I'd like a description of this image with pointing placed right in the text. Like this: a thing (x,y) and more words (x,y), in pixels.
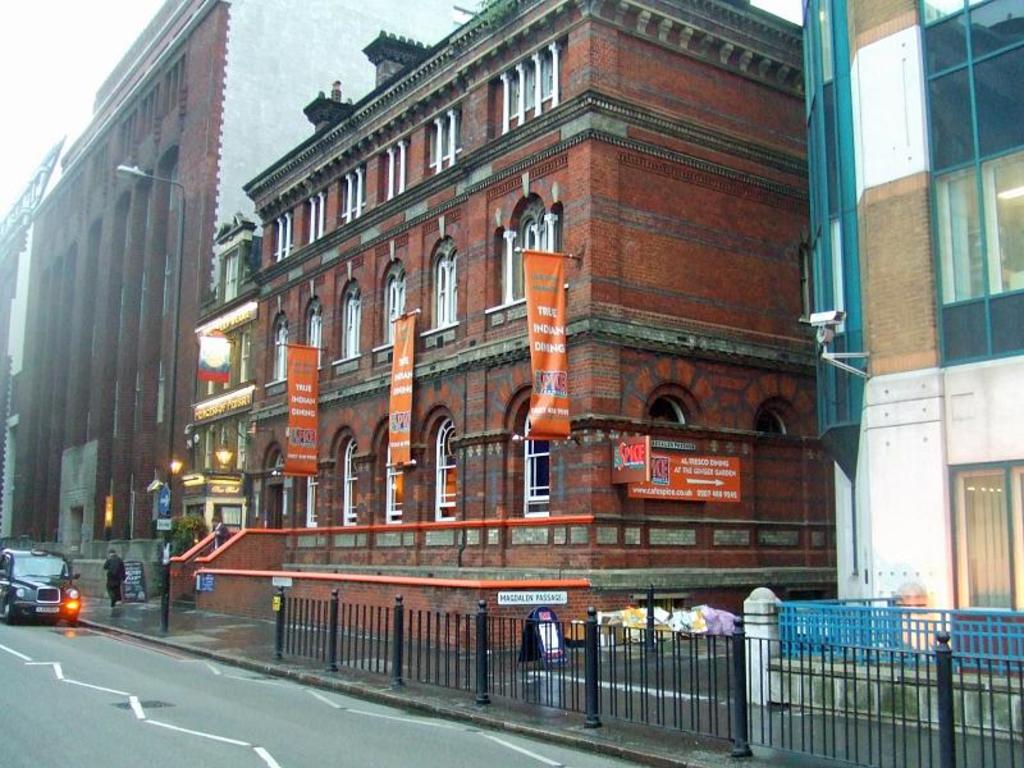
In this image in front there is a car (55,583) on the road (120,694). Beside the car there is a metal fence (537,666). In the background of the image (364,349) there are buildings (492,318) and sky (65,60).
